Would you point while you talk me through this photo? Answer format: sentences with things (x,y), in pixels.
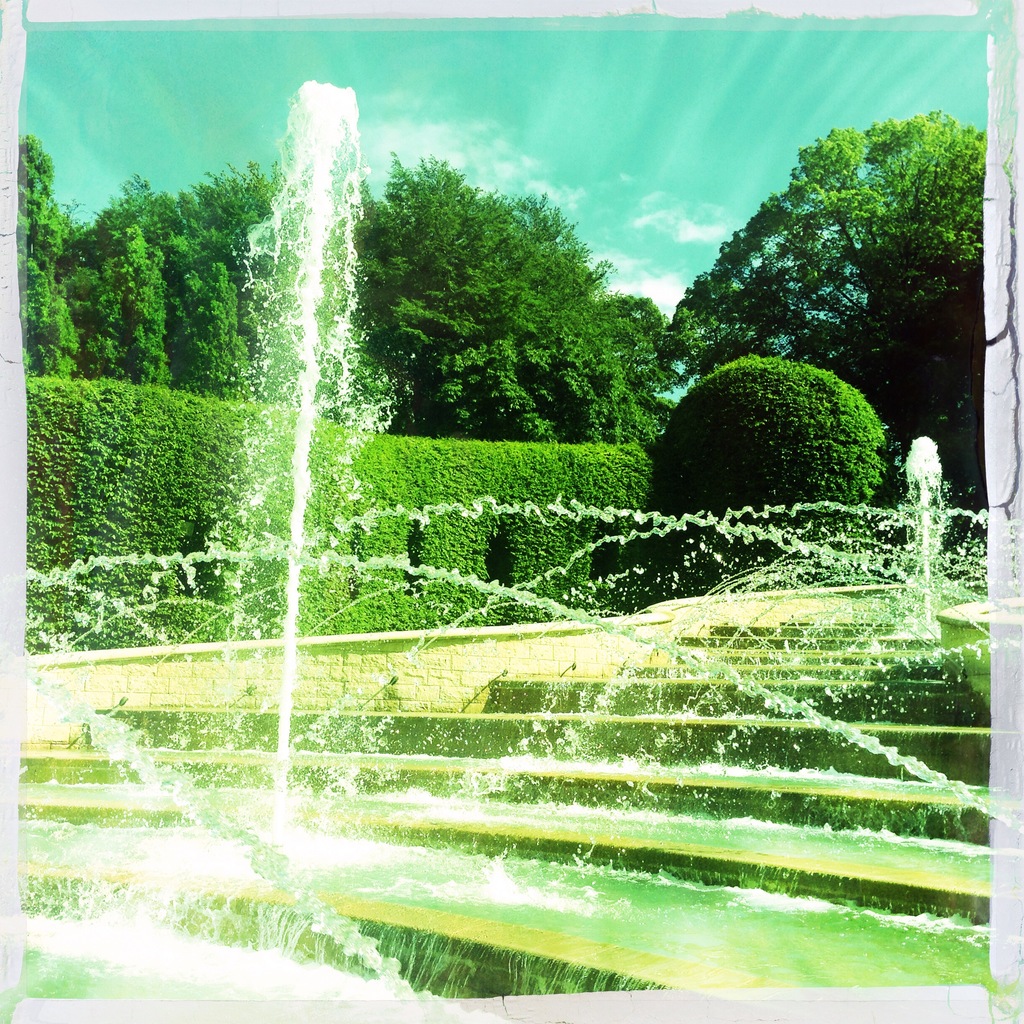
In this picture I can see the fountains (844,563). In the background (223,225) I can see the plants (681,552) and trees (190,260) At the top (544,110) I can see the sky (579,111) and clouds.
